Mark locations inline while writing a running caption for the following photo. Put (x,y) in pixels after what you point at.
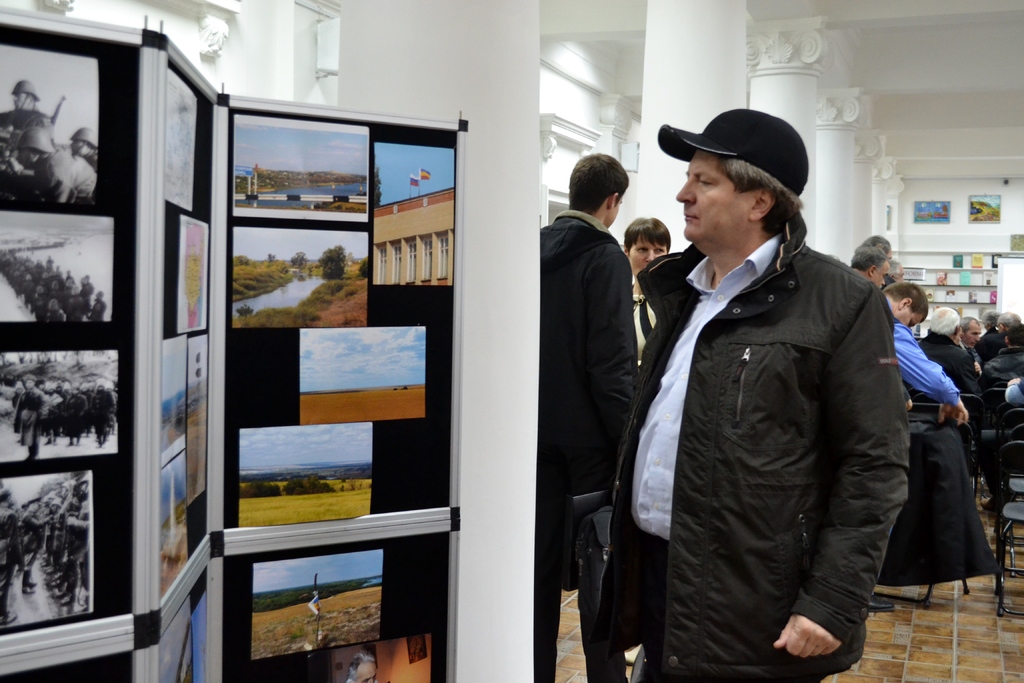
In this picture there is a man (863,306) who is wearing black cap (757,139), jacket (779,300), shirt (757,269) and trouser (653,639). He is standing near to the boards (217,595). On the left (256,609) we can see many photographs (413,384) which is attached on this board (149,516). Beside that we can see the pillar (352,86) and wall (240,89). On the right (933,317) we can see many peoples (1005,358) were sitting on the chair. Beside that there is a man (917,340) who is wearing blue shirt (925,367) and he is holding the jacket (948,435) which is kept on the chair (926,416). In the background (969,279) we can see some photographs (983,217), books (975,260) and other objects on the rack (930,296).
